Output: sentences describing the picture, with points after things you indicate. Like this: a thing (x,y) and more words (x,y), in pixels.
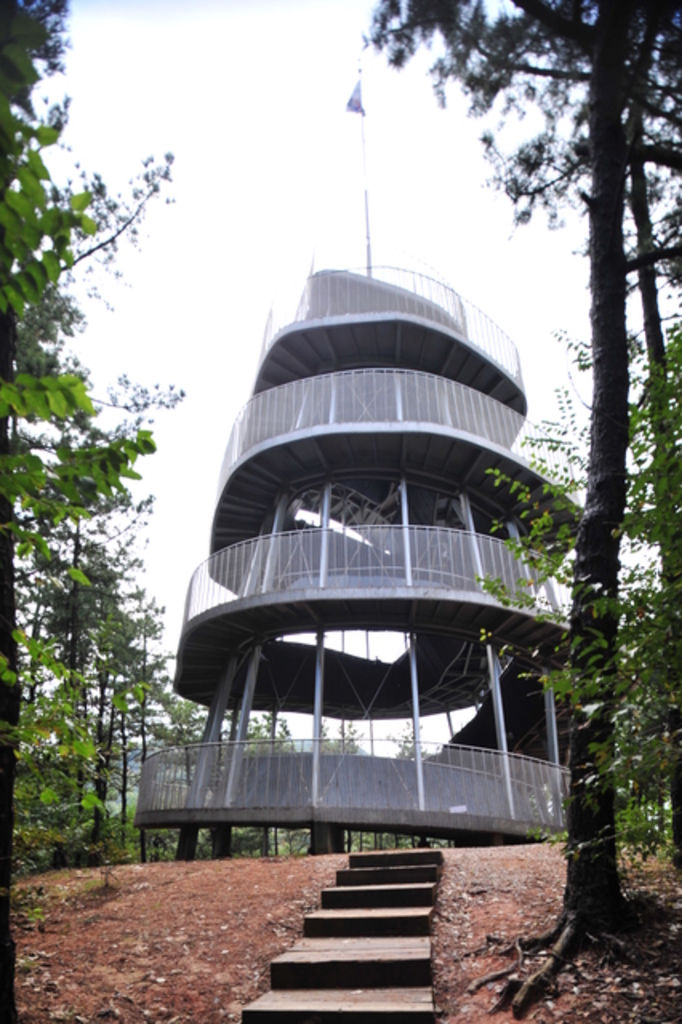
In this image I can see a building (366,709). There are trees (33,383) and there are dried leaves (168,953) on the ground (297,932). Also there is a pole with flag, a staircase (418,961) and in the background (249,385) there is sky (174,125).
